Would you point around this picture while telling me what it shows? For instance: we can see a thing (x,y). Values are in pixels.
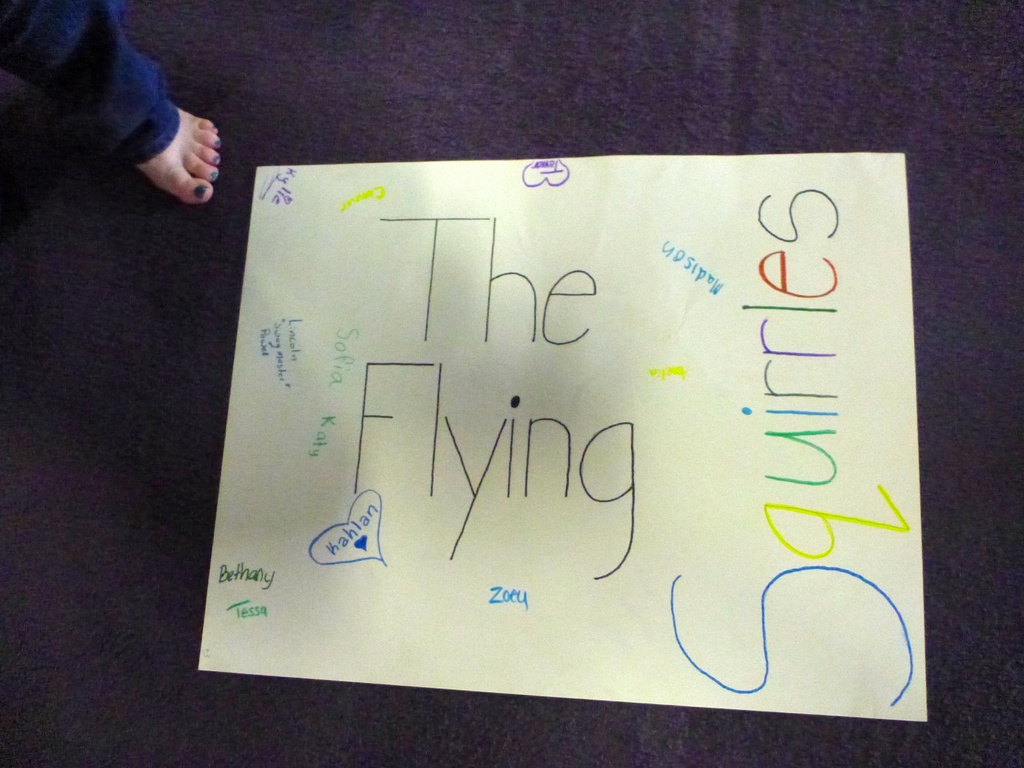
This picture shows a sheet (688,460) with text (570,295) on it and we see a human leg (155,159) and we see a blue color background (366,136).
